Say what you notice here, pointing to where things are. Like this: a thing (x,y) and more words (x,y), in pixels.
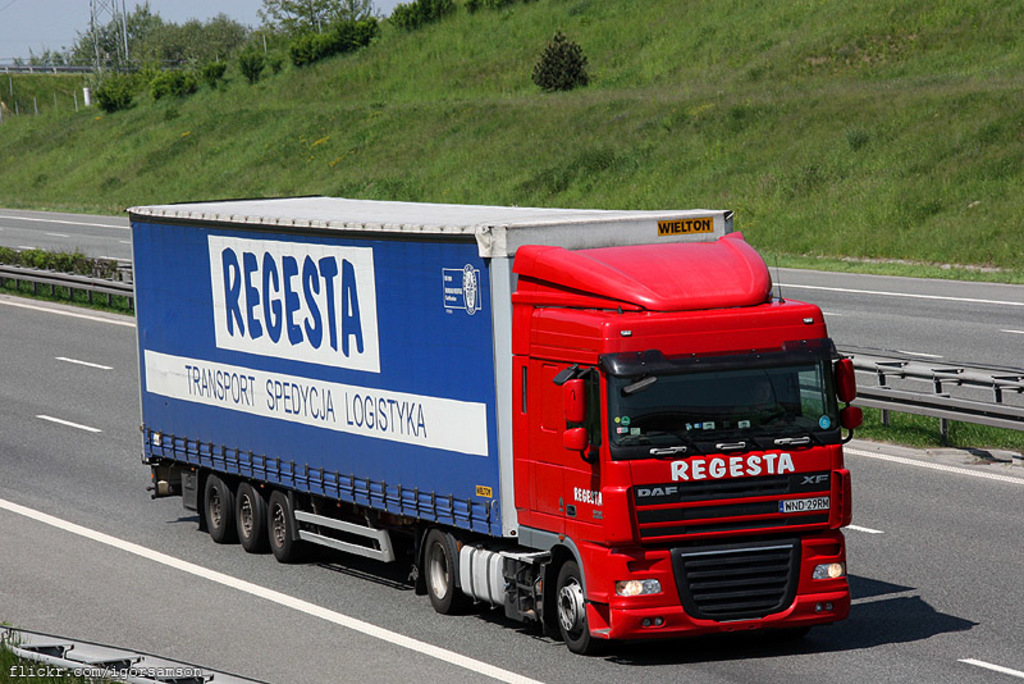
In the center of the image (585,240) we can see a vehicle (467,328). In the background of the image (89,237) we can see the trees (162,37), grass (267,88), road (463,651), railing (925,403), poles (125,48). In the top left corner (24,18) we can see the sky (34,45). In the bottom left corner (34,672) we can see the text (21,670).
